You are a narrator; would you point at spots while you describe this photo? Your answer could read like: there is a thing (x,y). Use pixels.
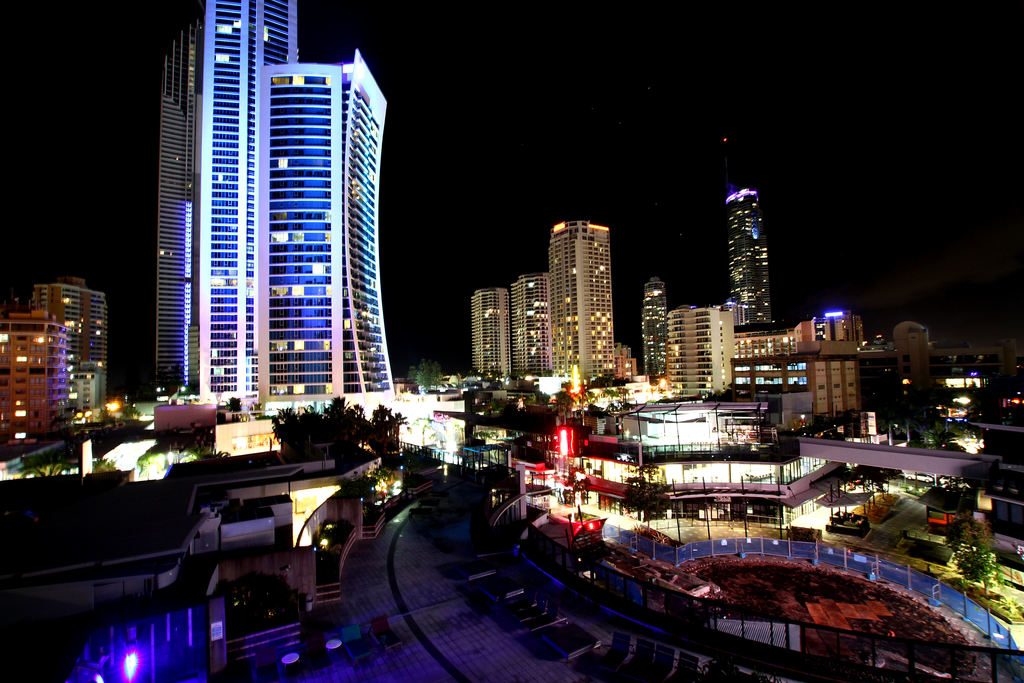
This image is taken in the nighttime. In this image we can see that there are so many tall buildings (526,318) in the middle (518,338). At the bottom (432,544) there are roads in between them. To the building (306,209) there are lights (223,297).
